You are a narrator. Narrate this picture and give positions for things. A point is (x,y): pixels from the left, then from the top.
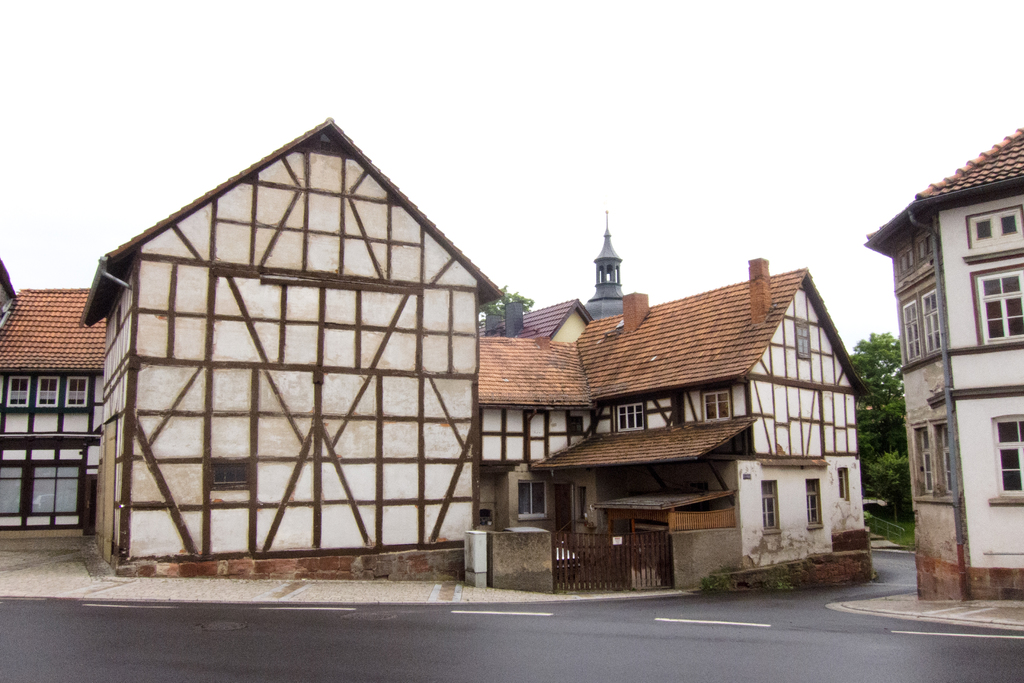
In this picture we can see some white shed houses (672,386) with brown roof tiles (682,347). In the front (454,644) we can see the road (526,643). On the top (500,79) we can see the sky (42,140).
